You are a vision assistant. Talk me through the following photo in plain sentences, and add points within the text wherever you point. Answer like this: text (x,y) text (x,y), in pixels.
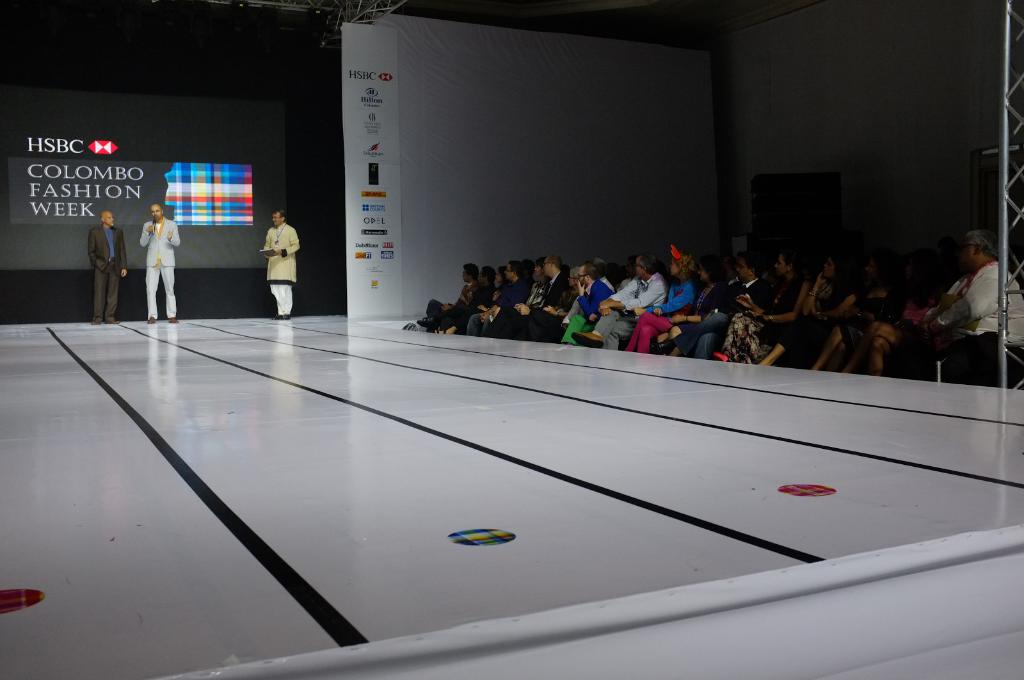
On the left side (168,271) a man (153,217) is standing and talking on the microphone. This is the ramp (367,466), on the right side (925,258) few people (866,258) are sitting on the chairs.
